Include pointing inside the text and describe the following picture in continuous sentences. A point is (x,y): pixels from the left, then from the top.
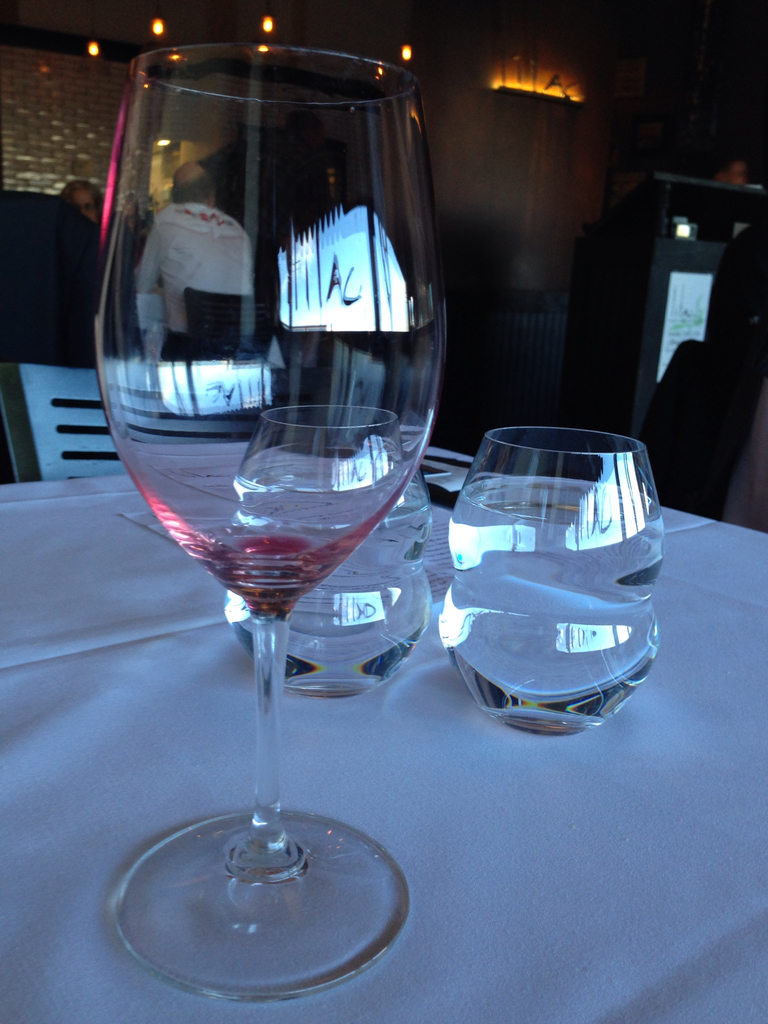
In this image we can see two persons (152,255) are sitting on the chair (184,304). There are fewer glass objects (400,624) are placed on the table (458,710). There are many lamps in the image. There is a wooden object (661,195) at the right side of the image (624,307).
